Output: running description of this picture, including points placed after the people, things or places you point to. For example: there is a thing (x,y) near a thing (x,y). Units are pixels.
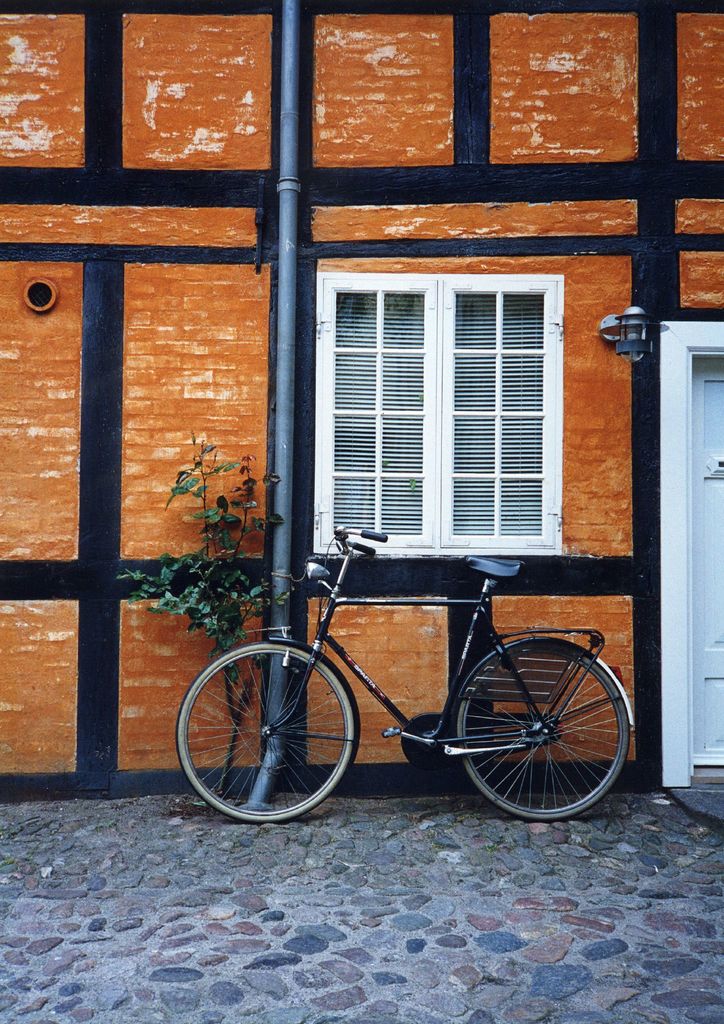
There is a bicycle (294,643) and a plant (239,629) present at the bottom of this image (416,734). We can see a wall (156,295) in the background (192,307). There is a window (400,375), pipe (285,354) and a door (707,553) present in the middle of this image (285,381).
